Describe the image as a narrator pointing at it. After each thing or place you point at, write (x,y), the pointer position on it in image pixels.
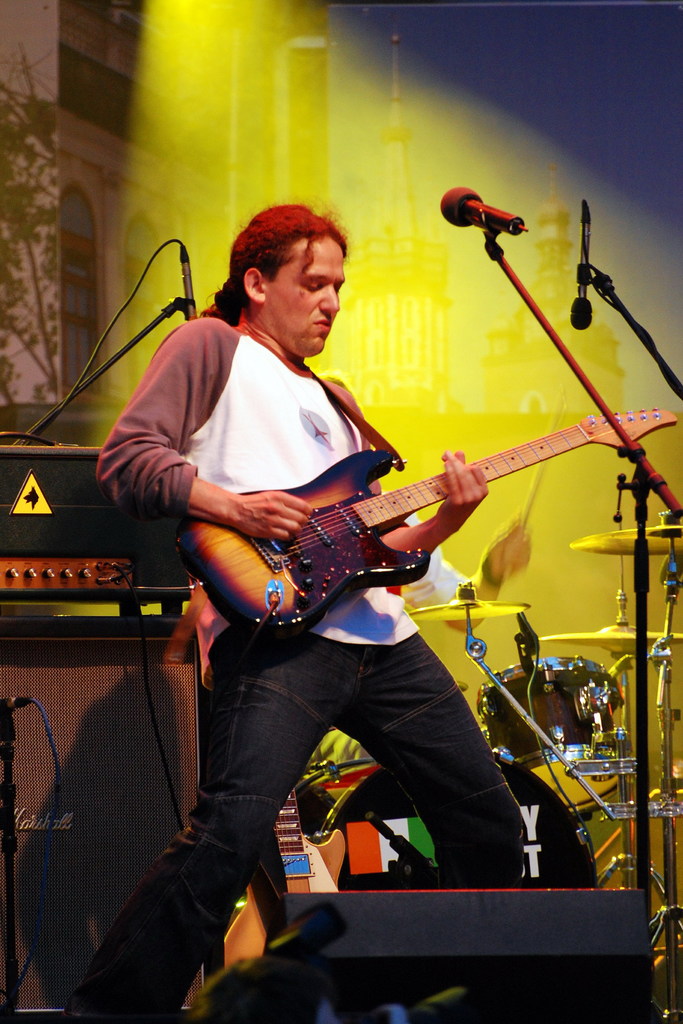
There is a man (251,718) holding a guitar (353,530) in front of him there is a mic (476,220) which held on stand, backside of him there is a drum kit (562,656) and there is lighting (290,140) in the background (290,177).
